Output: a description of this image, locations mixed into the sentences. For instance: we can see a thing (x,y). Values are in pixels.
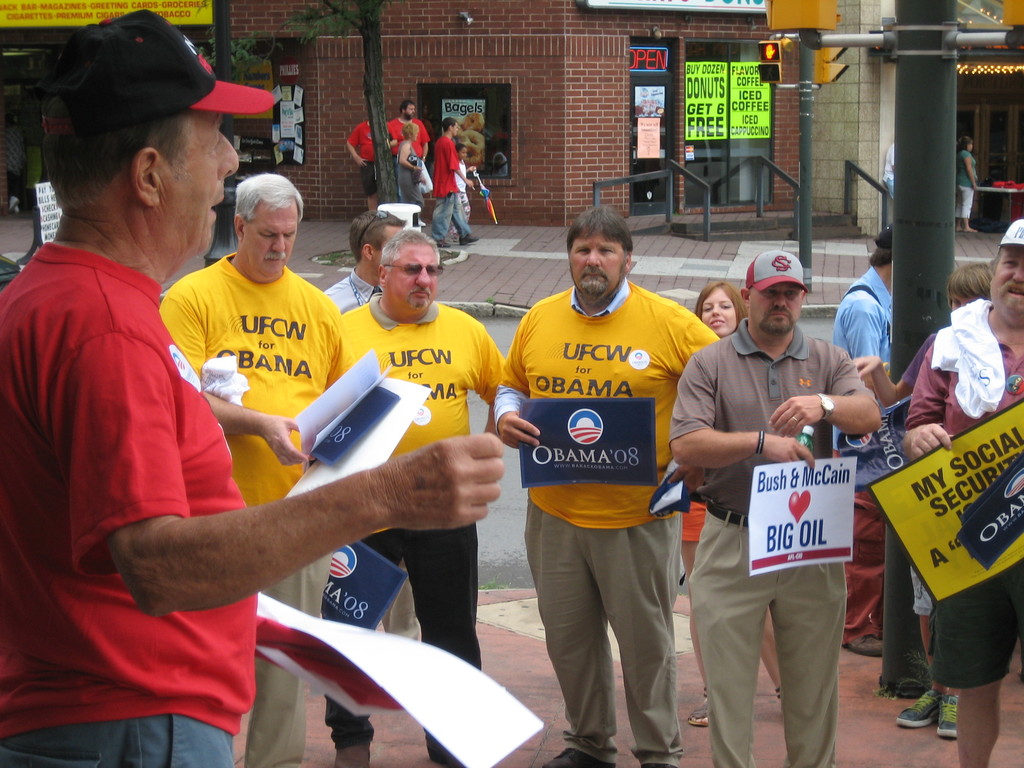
This is the picture of a road (506,447). In this image there are group of people (697,340) standing and holding the placards (588,480). On the left side of the image (155,306) there is a person (171,634) with red t-shirt (152,366) is standing and talking. At the back (449,126) there are group of people (452,138) walking on the footpath (524,278). There are poles (900,11) on the footpath (12,225). At the back (483,92) there is a building (483,92) and there is a tree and there are handrails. At the bottom (498,570) there is a road (505,553).
